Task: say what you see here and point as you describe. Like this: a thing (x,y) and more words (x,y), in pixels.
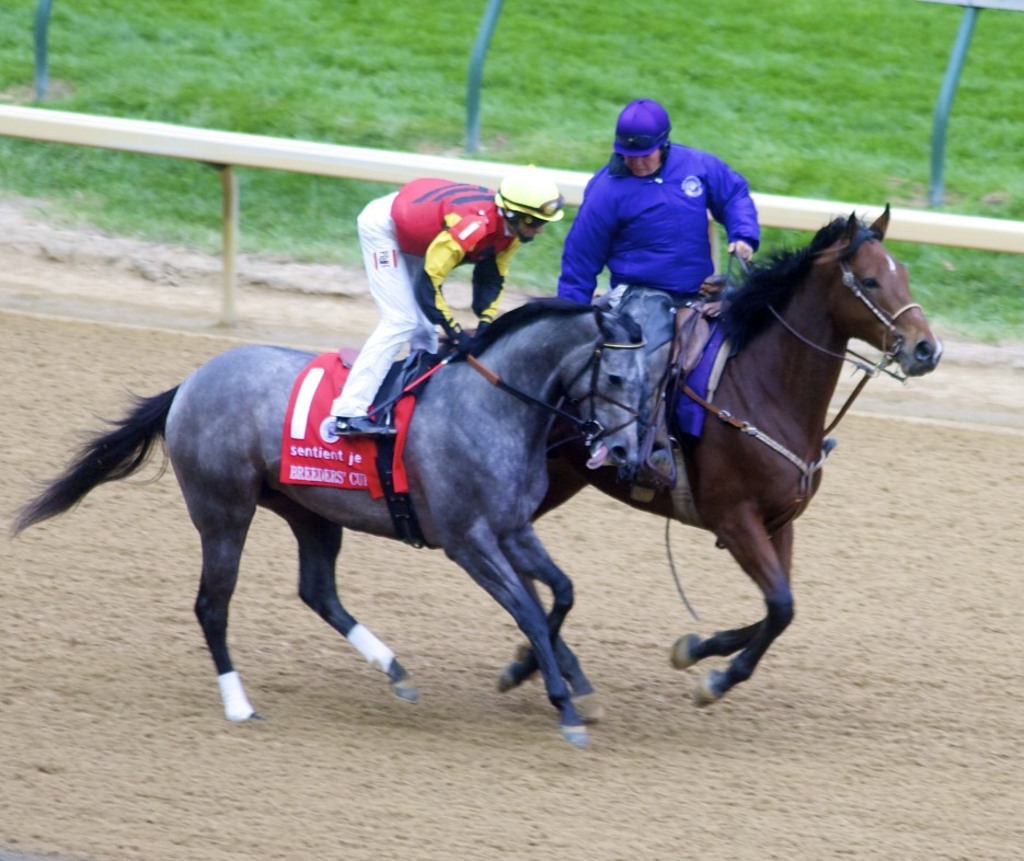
In this picture we observe two guys (504,268) are riding horses (260,486) and we observe one of it is grey horse (359,638) and the other is brown horse (574,448). In the background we observe a grassland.
